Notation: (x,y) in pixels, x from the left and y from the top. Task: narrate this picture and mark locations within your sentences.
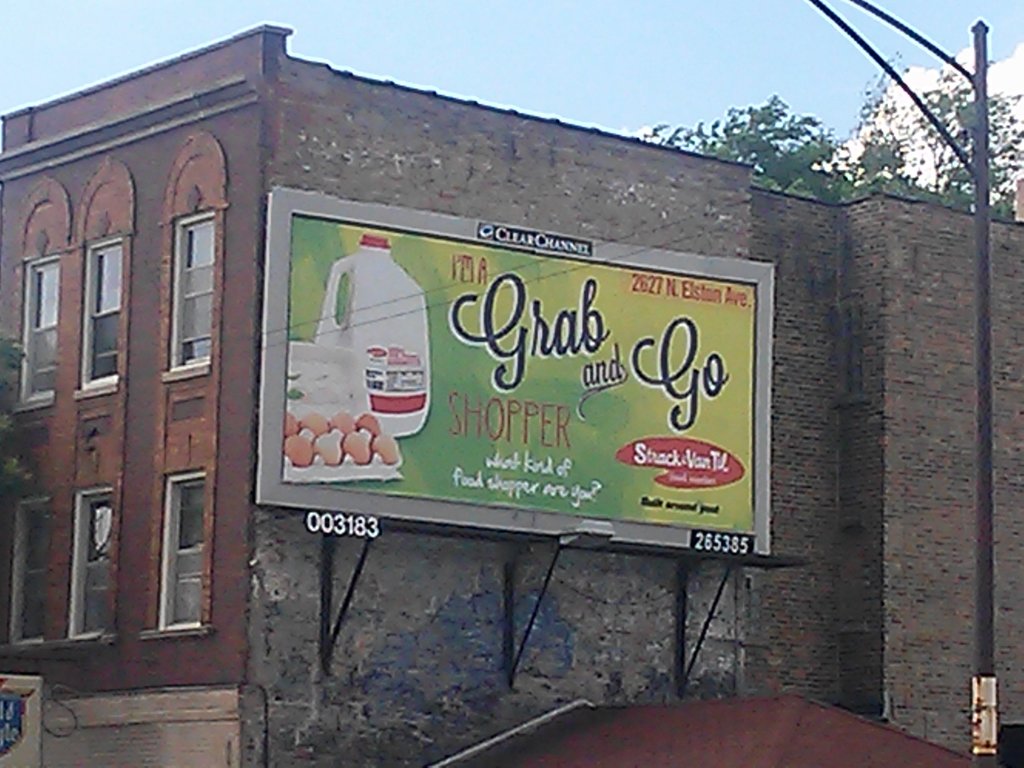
This is an image. In the image, we can see a building (835,661), we can also see a hoarding (532,344) attached to that building (786,443). On the right side of the image (988,163), we can see a pole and some trees (853,165). On the left side (113,296), we can see some windows (96,636). On top (796,26) there is a sky (728,17).
